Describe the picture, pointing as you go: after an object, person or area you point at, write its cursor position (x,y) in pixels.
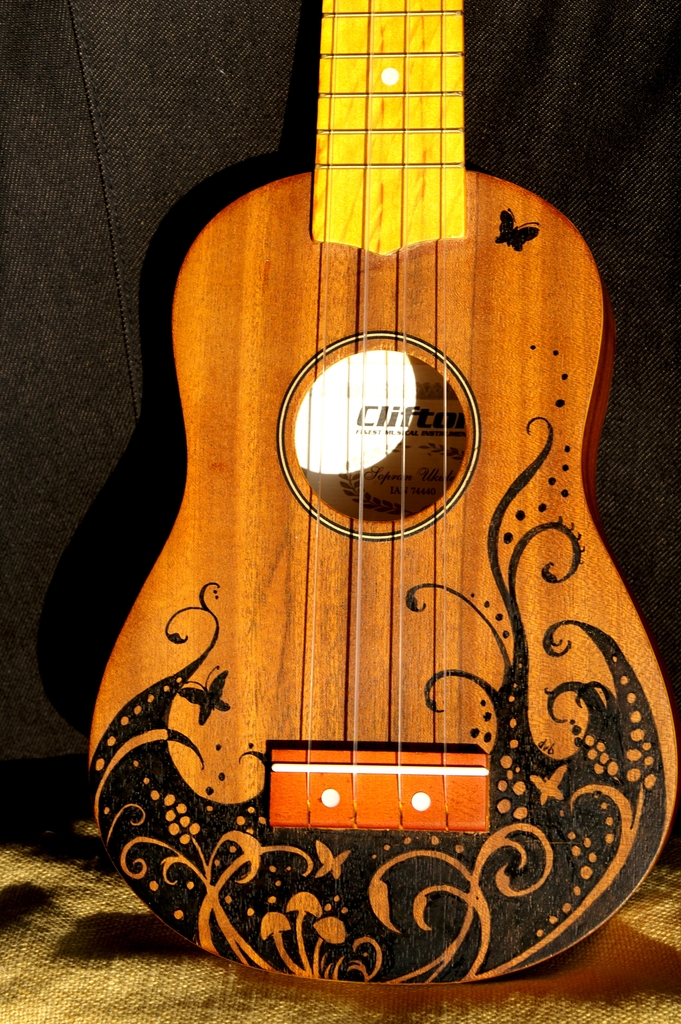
In this picture we can see a truncated guitar (393,670).
